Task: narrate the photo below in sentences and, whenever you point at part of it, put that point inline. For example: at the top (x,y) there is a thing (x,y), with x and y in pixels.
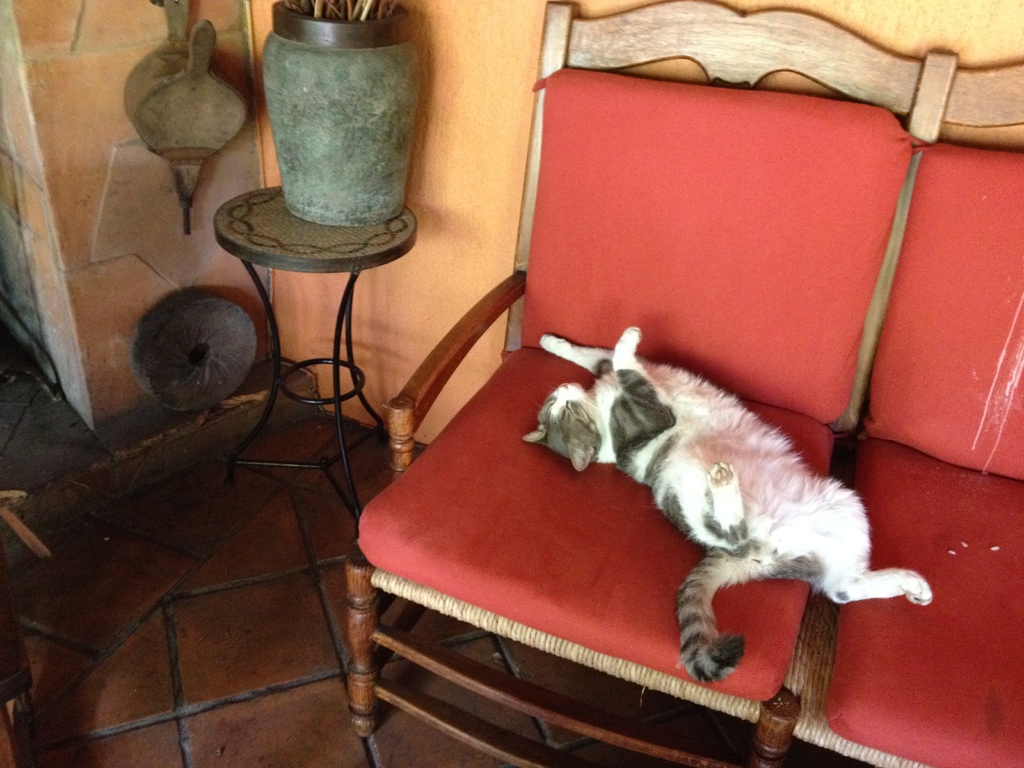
This picture shows a cat (656,416) on the chair (809,173). it is white and black and grey in color and we see a pot (348,132) on the table (363,236) and a wall (456,203).
